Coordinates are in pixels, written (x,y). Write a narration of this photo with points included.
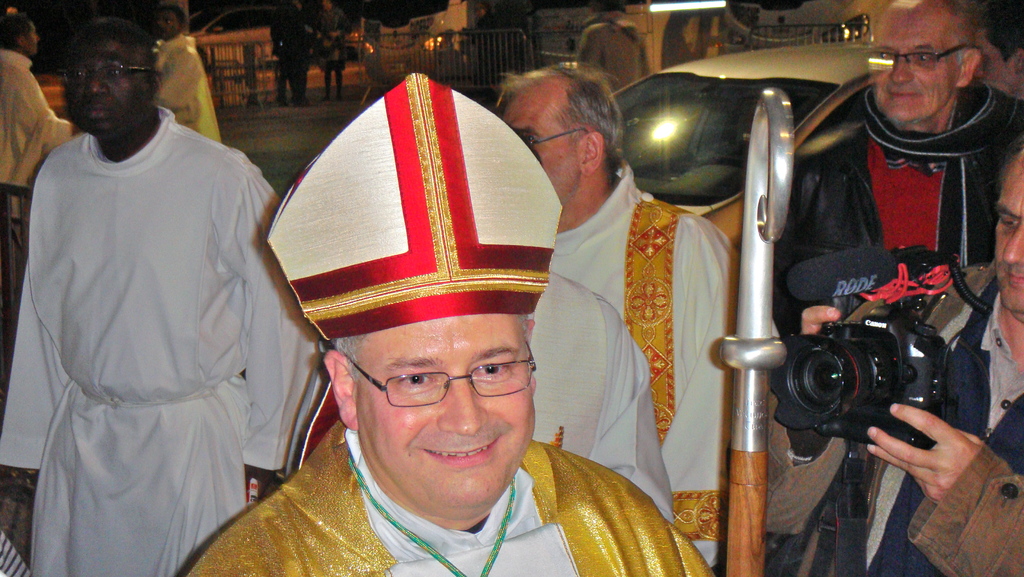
In this image I can see a person (551,492) wearing a cap (421,160), posing for the picture in the center of the image (535,268). I can see some other people (593,187) behind him. I can see a car (740,97), a pole (749,185) and a person (961,301) holding camera (776,383) in his hand (812,316) on the right hand side of the image (929,521).
